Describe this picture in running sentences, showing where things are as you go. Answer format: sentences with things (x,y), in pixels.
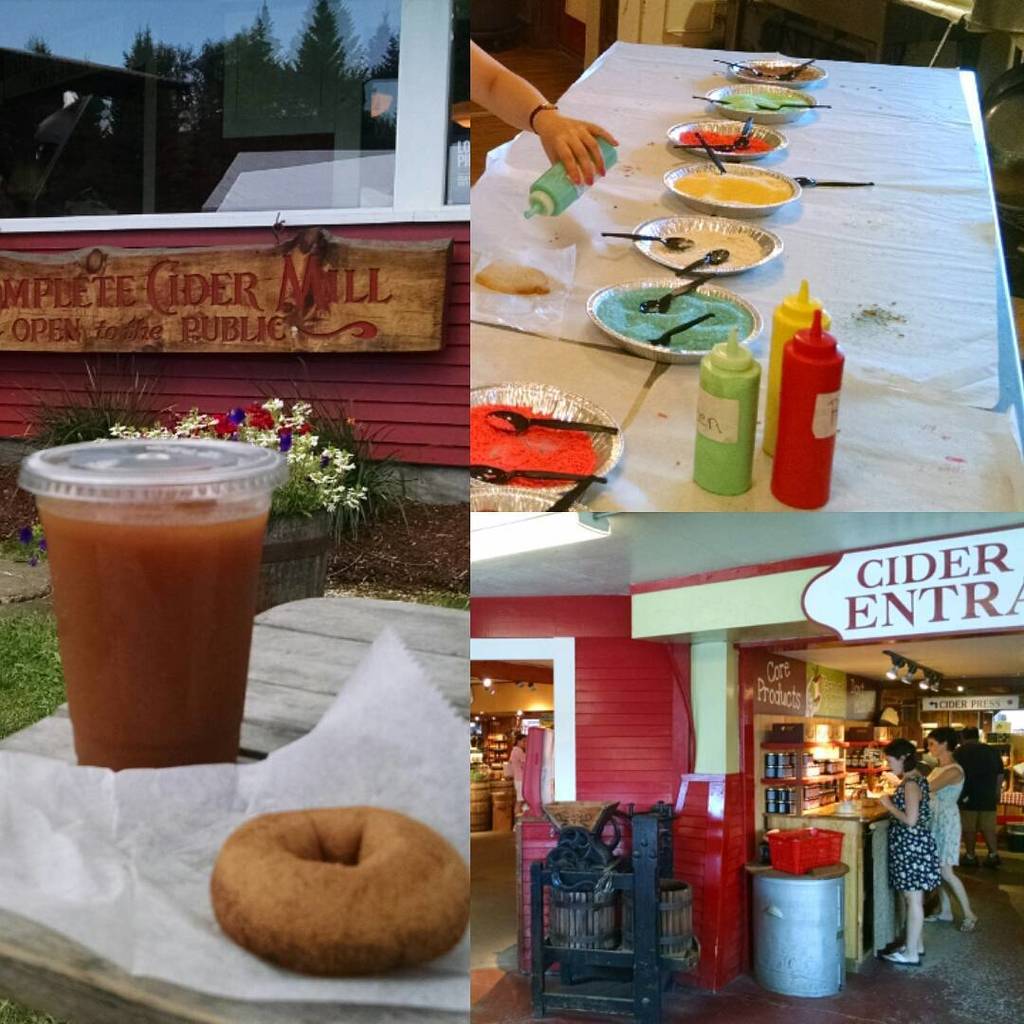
In the picture we can see there are three different images. On the left (315,676), we can see a wooden sheet (290,671), on it there is a glass (129,677) and a food item (275,869), there are even plants (297,445), grass (6,667) and a board (298,281), this is a glass window (284,155). In the right top (933,319) image we can see a table (852,336), on the table (905,367) there are many plates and spoons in the plate (737,302), there is even a human hand (554,150), holding an object (563,199). In the bottom right (905,848) image we can see there are two girls (919,840), standing wearing clothes (943,858), This is a board (862,597), lights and footpath (938,955).
